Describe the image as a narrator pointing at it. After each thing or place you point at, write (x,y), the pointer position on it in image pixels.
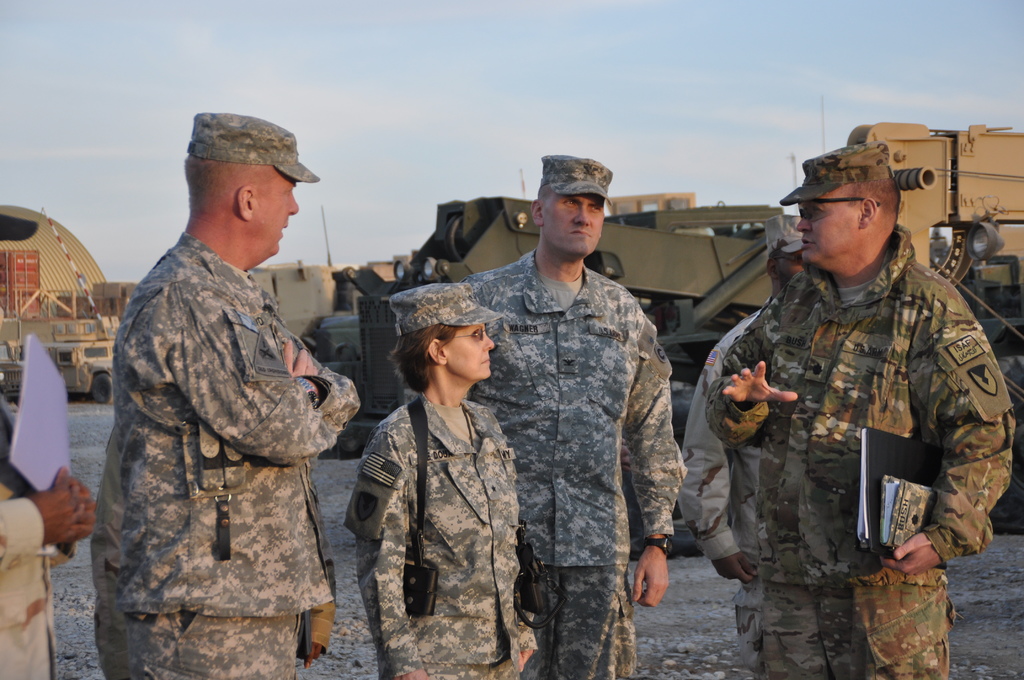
In the image there are three military men (649,397) and a woman (460,500) standing in the front (514,500), behind them there are army tanks (716,230) and trucks (104,349) all over the place, the land (69,408) is of dry rocks (692,616) and above is sky (164,48).
